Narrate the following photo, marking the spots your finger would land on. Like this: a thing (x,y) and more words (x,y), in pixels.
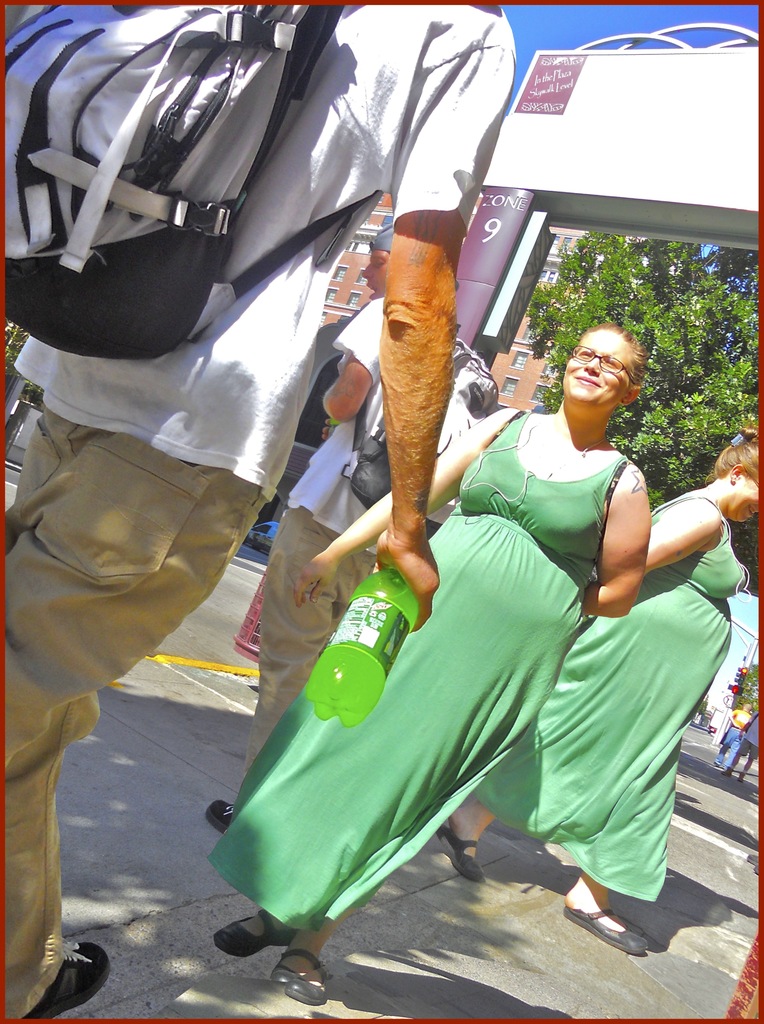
Here men (233,523) and women (491,654) are walking. This is bag (227,181), bottle (371,618) and a tree (718,393). This is a building (527,347) with the windows (525,356), this is sky (540,40).
